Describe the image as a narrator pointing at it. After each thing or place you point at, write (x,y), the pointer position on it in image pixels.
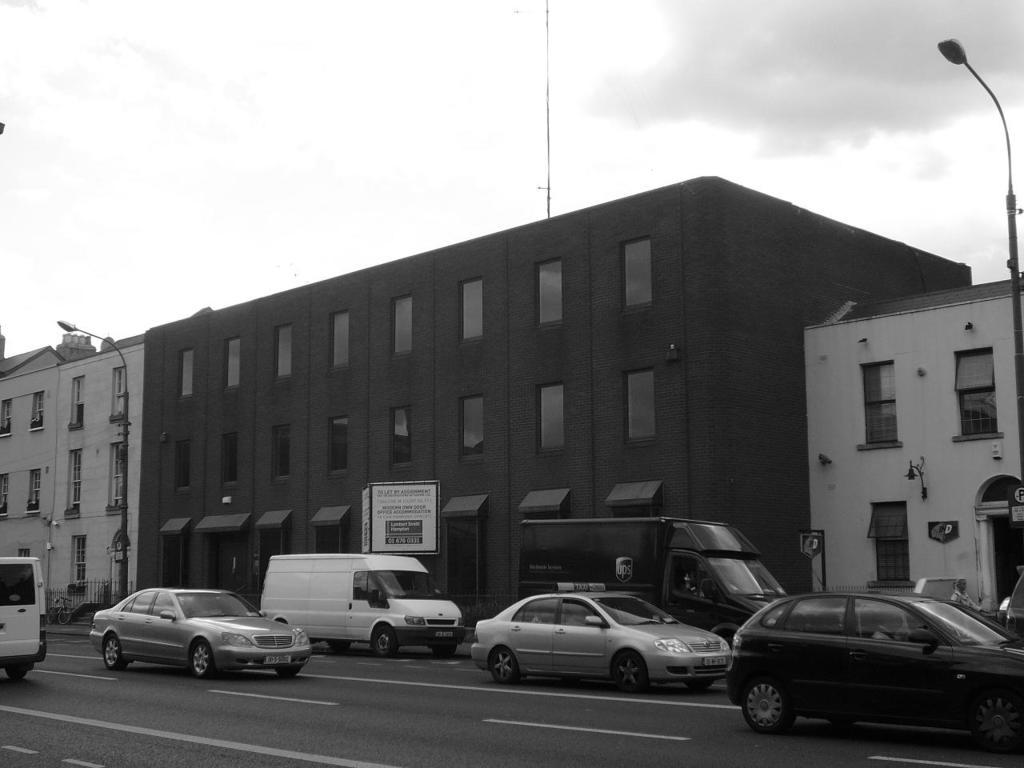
In this picture there is some cars (404,563) moving on the road (358,750). Behind we can see some building (555,377) with the glass windows (647,261). On the right side of the image (1021,433) there is a street pole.
